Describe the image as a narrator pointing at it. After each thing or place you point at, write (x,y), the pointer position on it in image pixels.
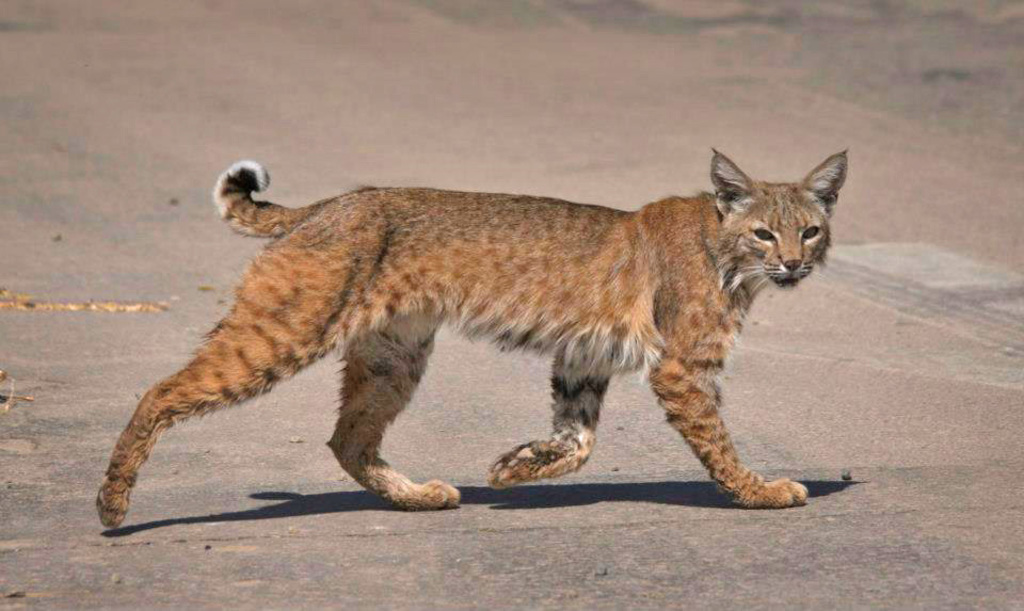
In this image in the center (362,380) there is one cat (619,277), and at the bottom (308,462) there is a road (816,468).
